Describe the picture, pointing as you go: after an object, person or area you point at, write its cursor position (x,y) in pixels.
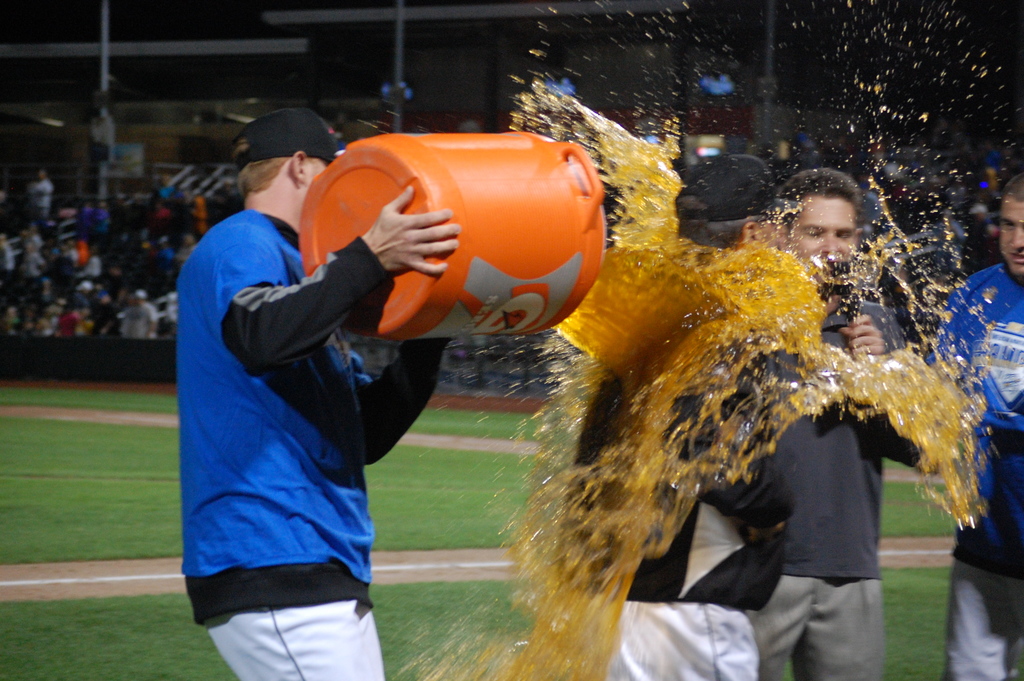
In the center of the image (359,276) there is a person (281,348) holding bucket (479,233). On the right side of the image (722,542) we can see person (696,544) standing on the grass (928,516). In the background (415,90) we can see grass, persons (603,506), chairs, building (369,117), poles (397,97).
